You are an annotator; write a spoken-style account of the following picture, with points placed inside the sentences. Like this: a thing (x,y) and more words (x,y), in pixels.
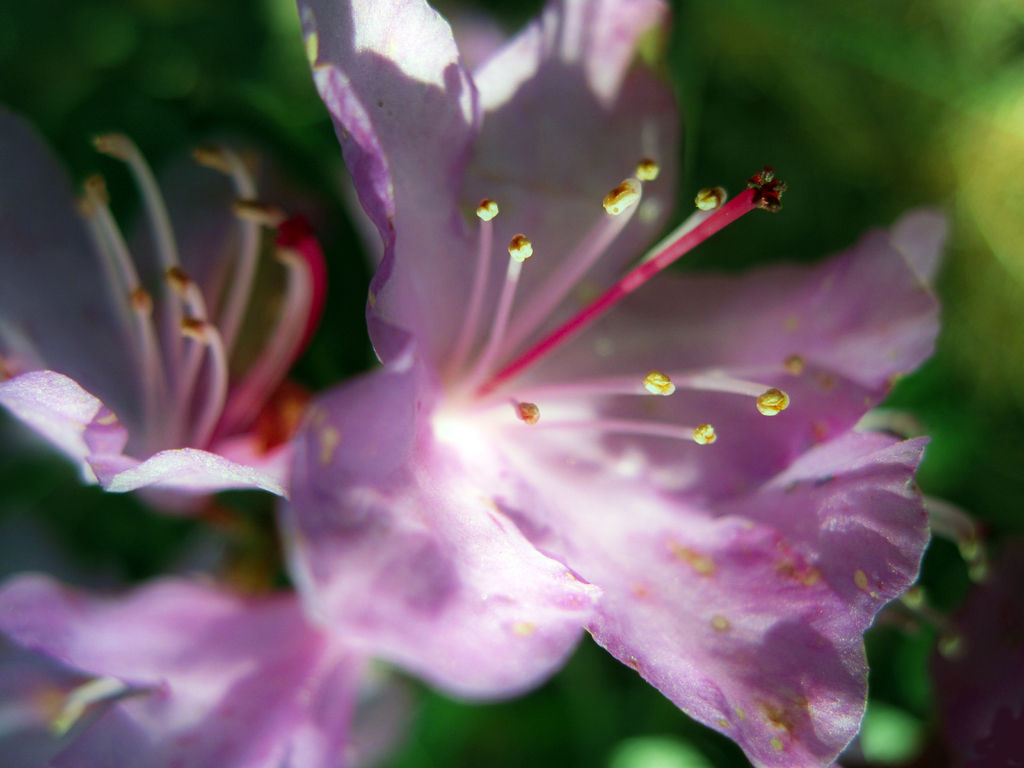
In this picture we can see there are flowers (414,419) and behind the flowers (67,612) there is a blurred background (1011,140).
